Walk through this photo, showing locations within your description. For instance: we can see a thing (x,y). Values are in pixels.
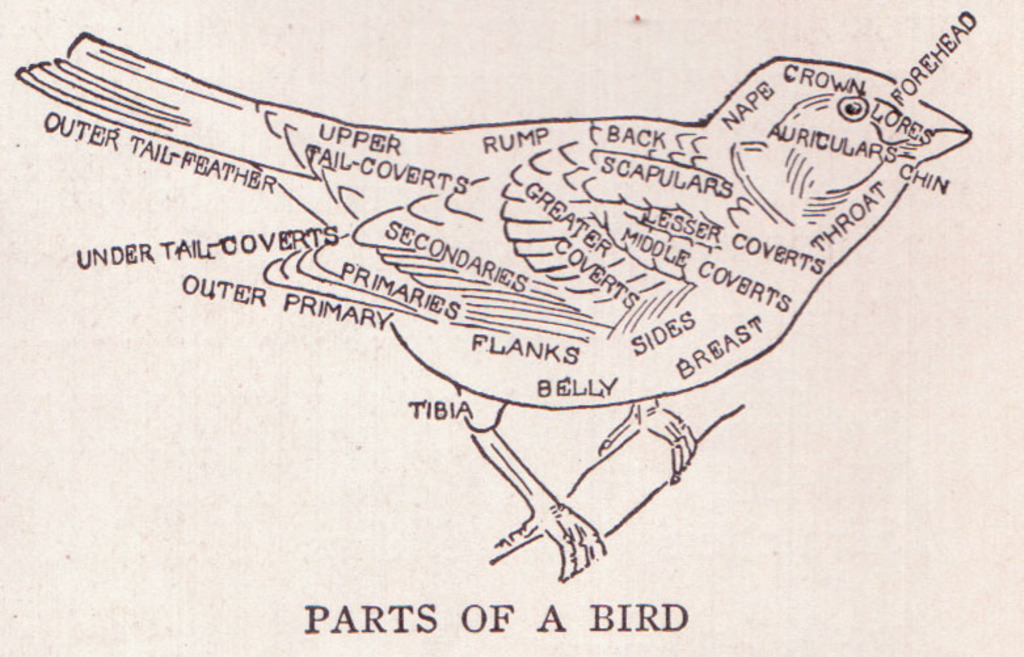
This image consists of a poster (702,463) with an art (565,308) of a bird (453,359) and there is a text (537,620) on it.
